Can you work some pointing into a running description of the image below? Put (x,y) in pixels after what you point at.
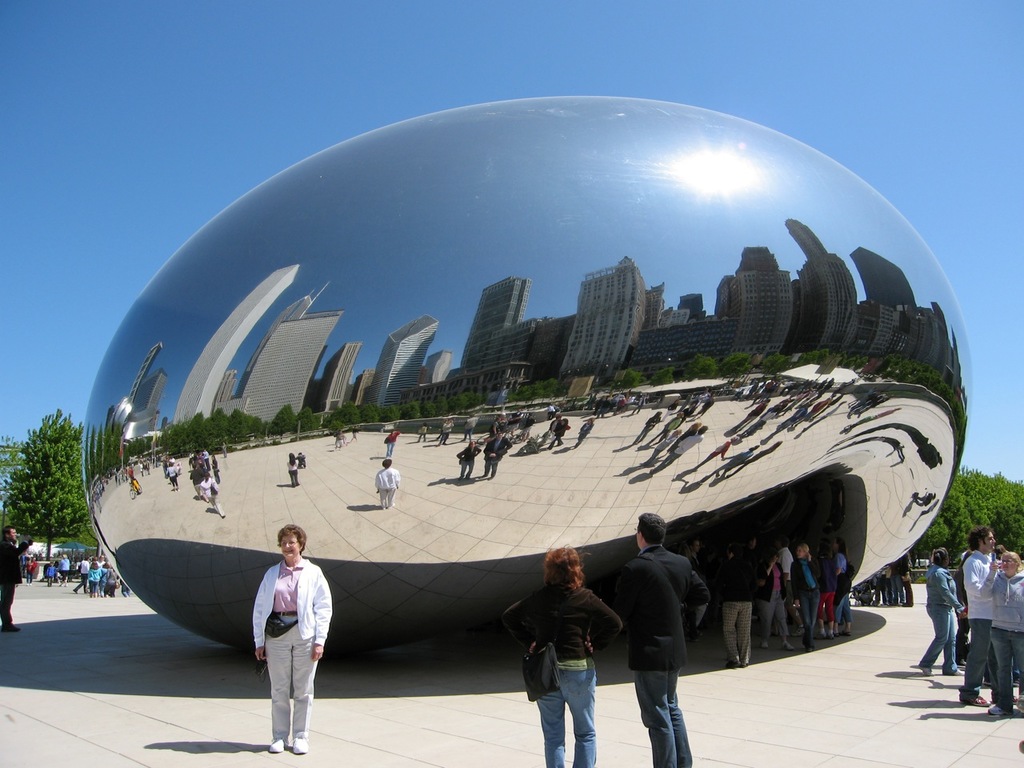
In the foreground of this image (336,694), there are persons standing on the floor (240,748). Behind them, there is a sculpture (889,352) and in the reflection (452,495) of that sculpture (467,452), there are trees (236,425), building (427,393), persons (780,427) standing on the floor (261,484), sky (578,228) and the sun (729,155). In the background (998,499), there are trees (991,520), persons (987,578) on the floor (62,601) and the sky (745,68).
